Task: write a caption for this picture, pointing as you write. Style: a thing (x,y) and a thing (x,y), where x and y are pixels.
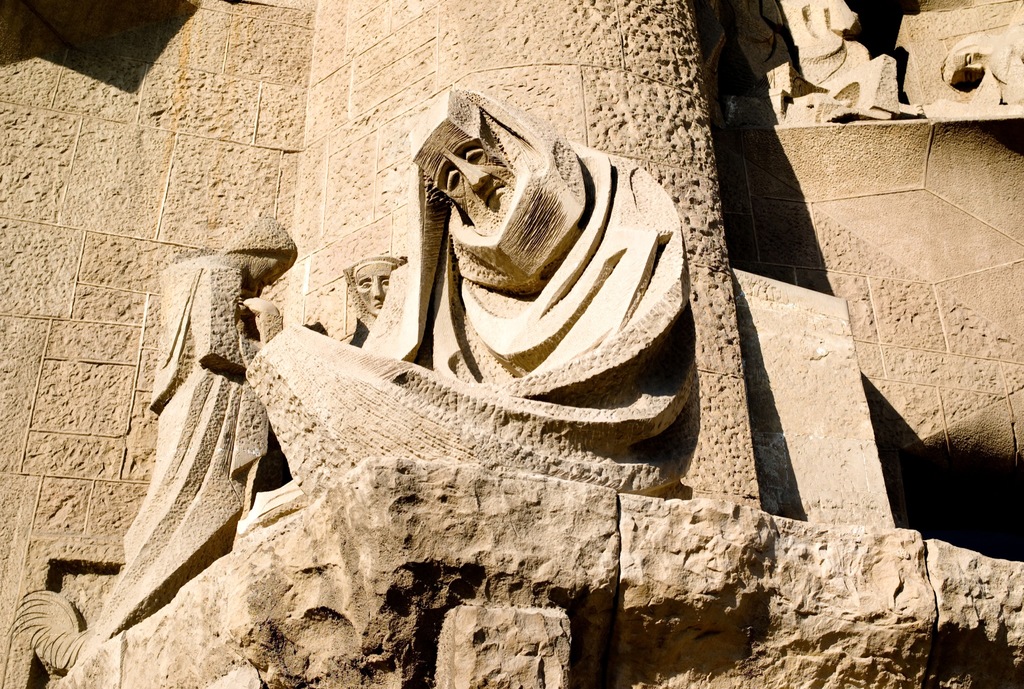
In the picture I can see some sculptures (296,403) which are made of stone (385,300) and in the background (365,158) there is stone wall (6,218).
